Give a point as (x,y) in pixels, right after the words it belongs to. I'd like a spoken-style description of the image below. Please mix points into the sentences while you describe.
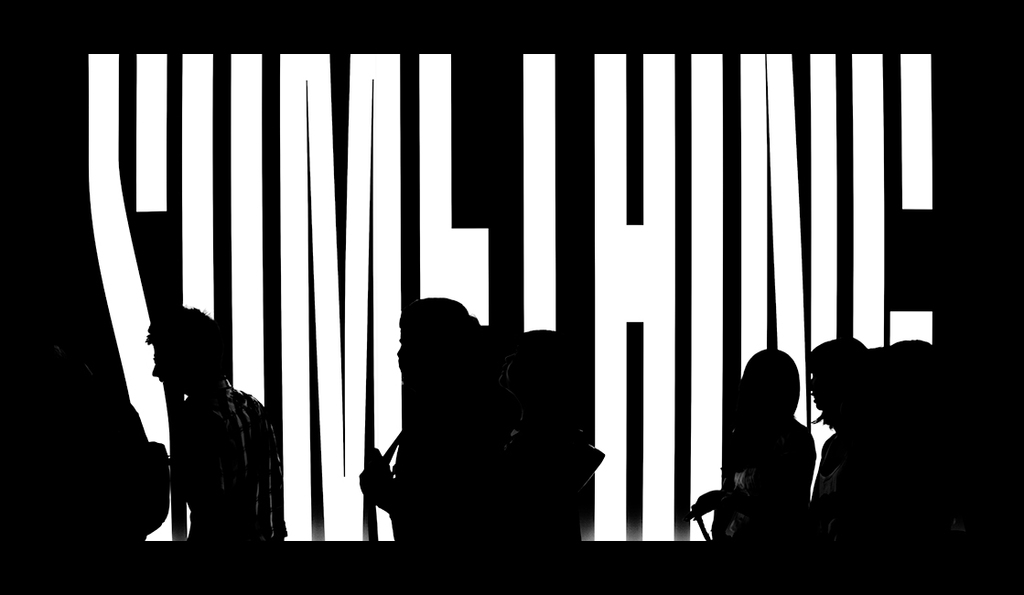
In the picture we can see group of persons (402,484) walking and in the background (552,203) there is black color screen (513,116) and there are some letters (477,231) in white color.
